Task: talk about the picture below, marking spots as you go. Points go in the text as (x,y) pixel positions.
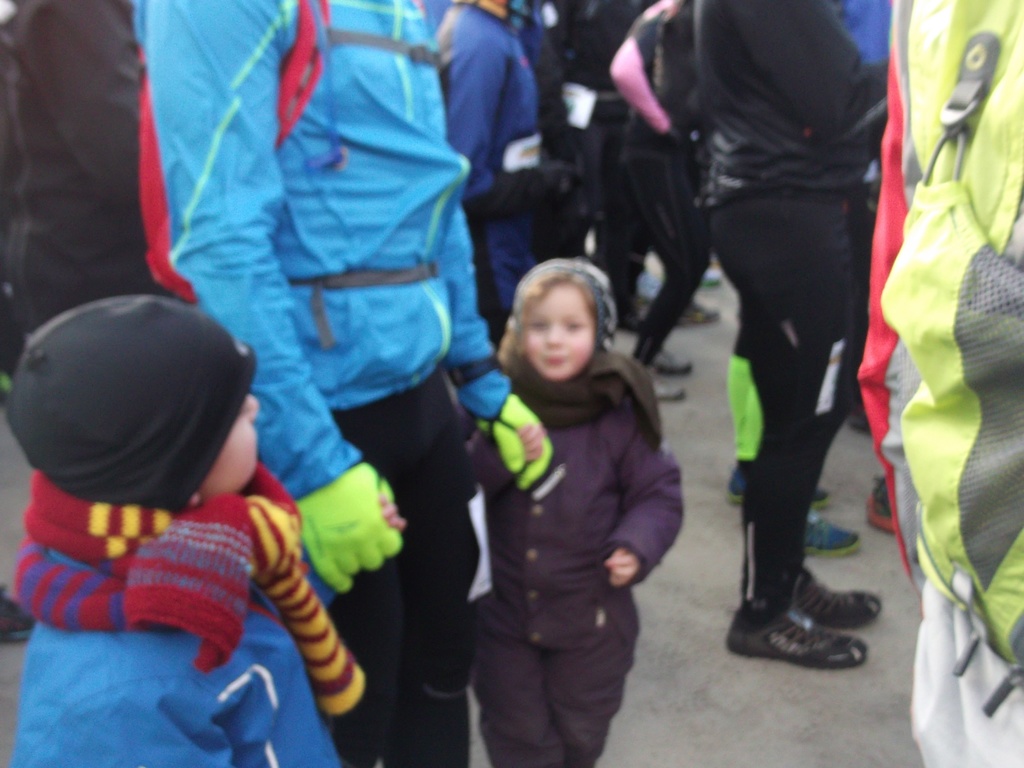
In the image we can see there are many people (482,259) standing, they are wearing clothes (412,305). This is a cap (148,398), scarf (217,554), footpath (767,698) and shoes (802,645). This man (331,72) is carrying a bag (301,97) on his back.
